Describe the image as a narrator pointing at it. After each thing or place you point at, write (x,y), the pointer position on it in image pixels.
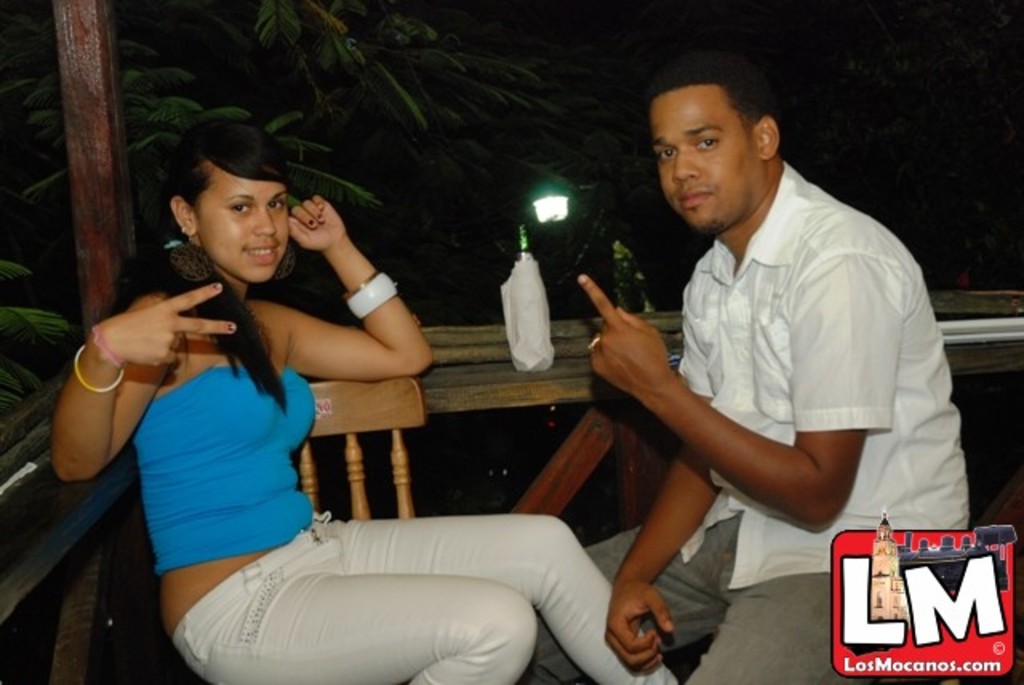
In this image there is a woman (457,558) and a man (701,497) sitting in the chair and the background there is table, bottle (511,271), light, trees (357,197), pole (82,10).
